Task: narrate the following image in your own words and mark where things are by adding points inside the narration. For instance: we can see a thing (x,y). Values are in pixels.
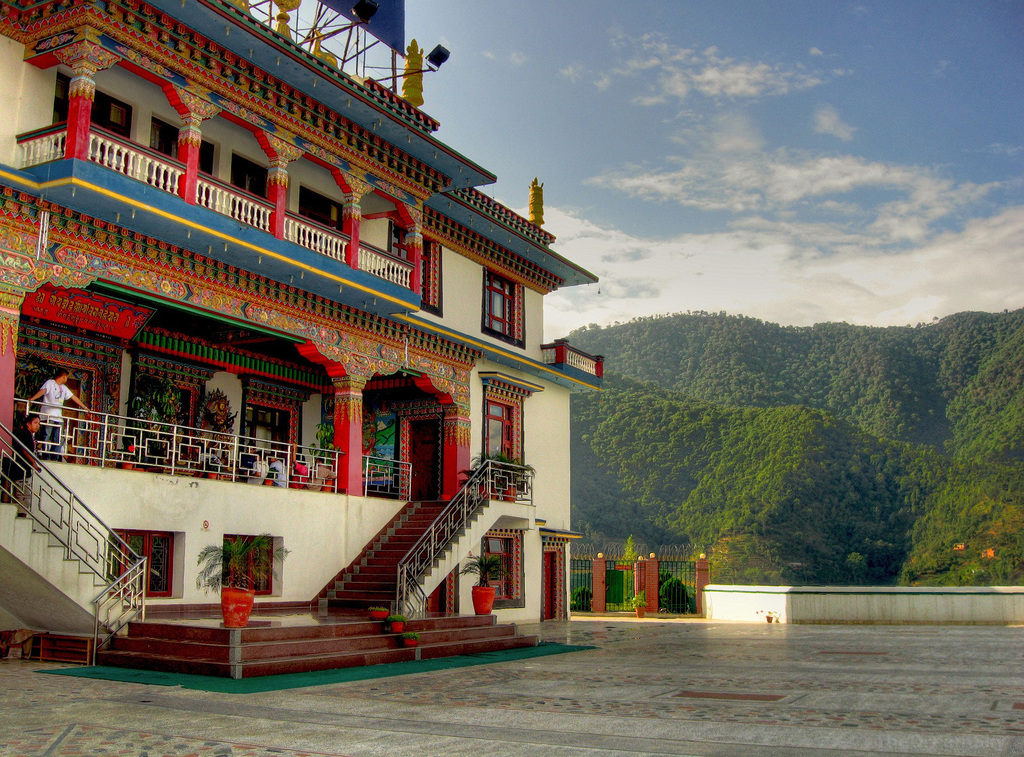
In this picture we can see a building (441,384) in the front (268,385), there are grilles (618,588) and plants (671,597) in the middle (512,464), in the background (725,562) we can see trees (795,380) and a hill (795,380), there is the sky (674,21) at the top of the picture (852,99), we can see a person (22,456) is standing on the left side (49,427).
